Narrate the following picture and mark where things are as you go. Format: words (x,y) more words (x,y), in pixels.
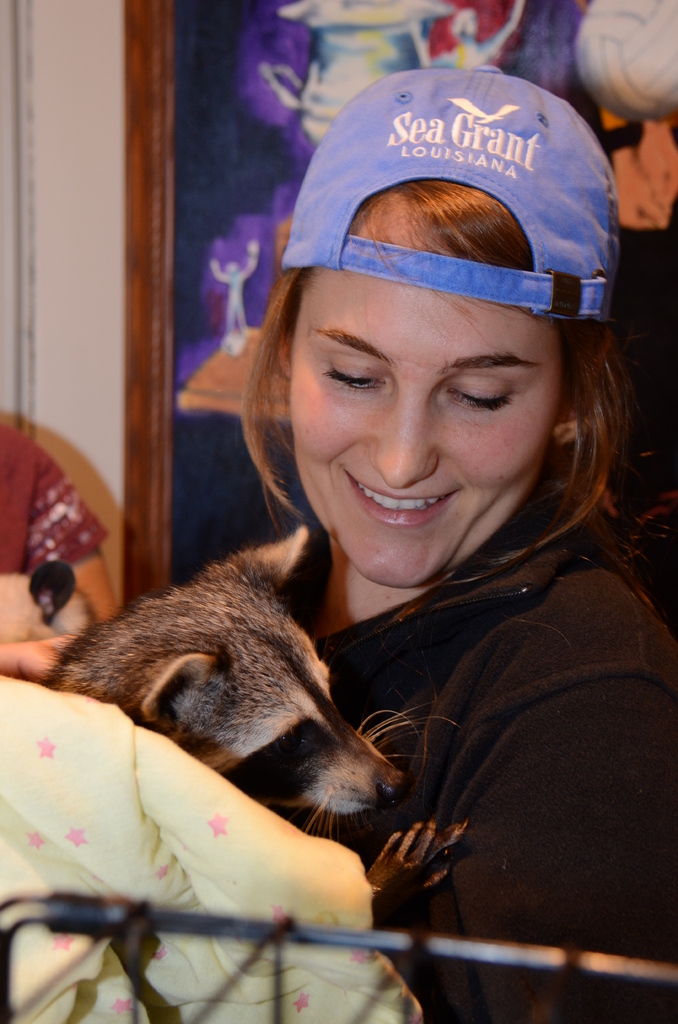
In this image I can see a woman (555,690) wearing a blue hat (499,291) is holding an animal (208,706).
